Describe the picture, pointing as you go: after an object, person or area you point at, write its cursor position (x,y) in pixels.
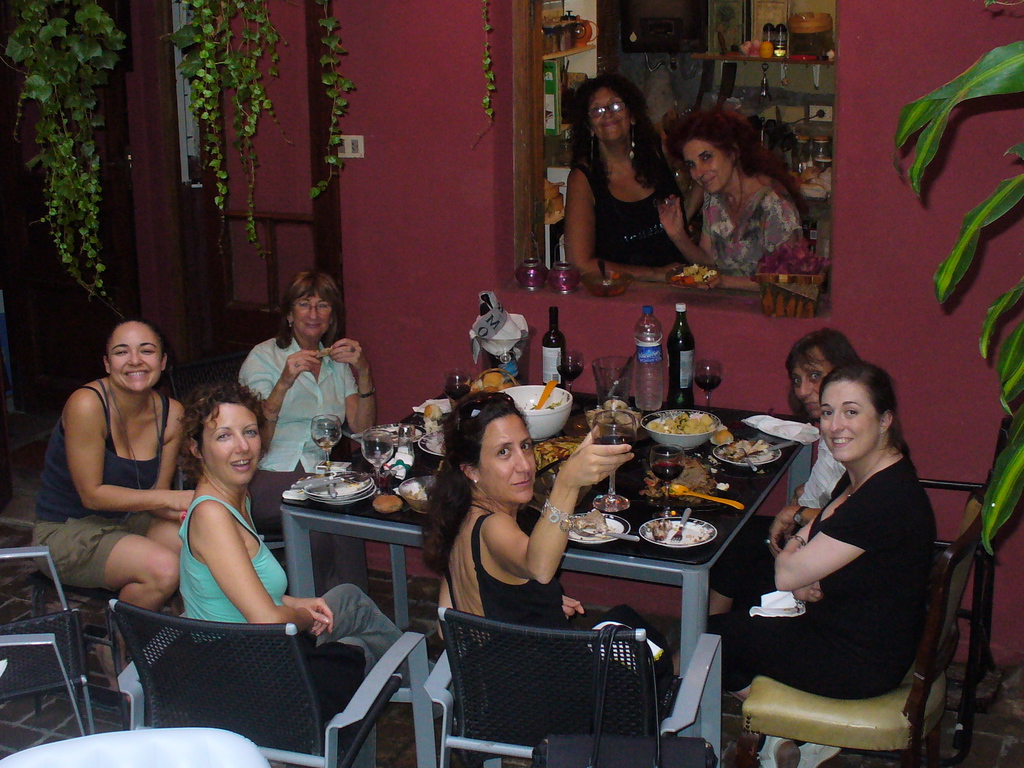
This picture is taken inside the house (438,287) where a group of women (207,418) is sitting on a chair (595,639) and having smile on their faces (231,464). In the center (655,496) there is a table (643,502) on which there are bottles (543,371), bowl (557,411) and a food (685,427) inside the bowl (537,432). In the background (732,201) two women (633,187) are standing. At the right side (1003,78) there are leaves (1023,414). On the left side (68,114) plants (90,74) and leaves (212,86) are visible.
